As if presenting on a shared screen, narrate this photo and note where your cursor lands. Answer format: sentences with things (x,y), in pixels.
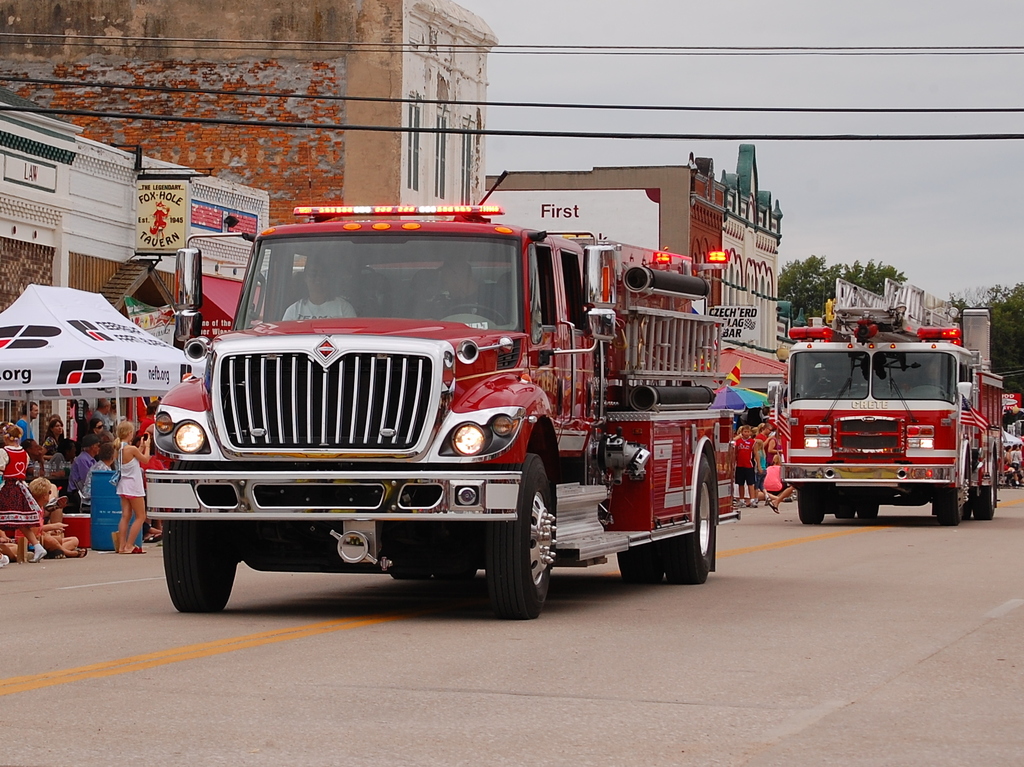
In the image on the road (808,634) there are fire engines (791,414). Behind them there are few people (131,469). And also there are tents (85,344). In the background (328,154) there are buildings (677,247) with walls (672,249), windows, roofs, stores (15,209) and name boards (753,333). In the background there are trees (1009,331). At the top of the image (278,124) there are wires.
